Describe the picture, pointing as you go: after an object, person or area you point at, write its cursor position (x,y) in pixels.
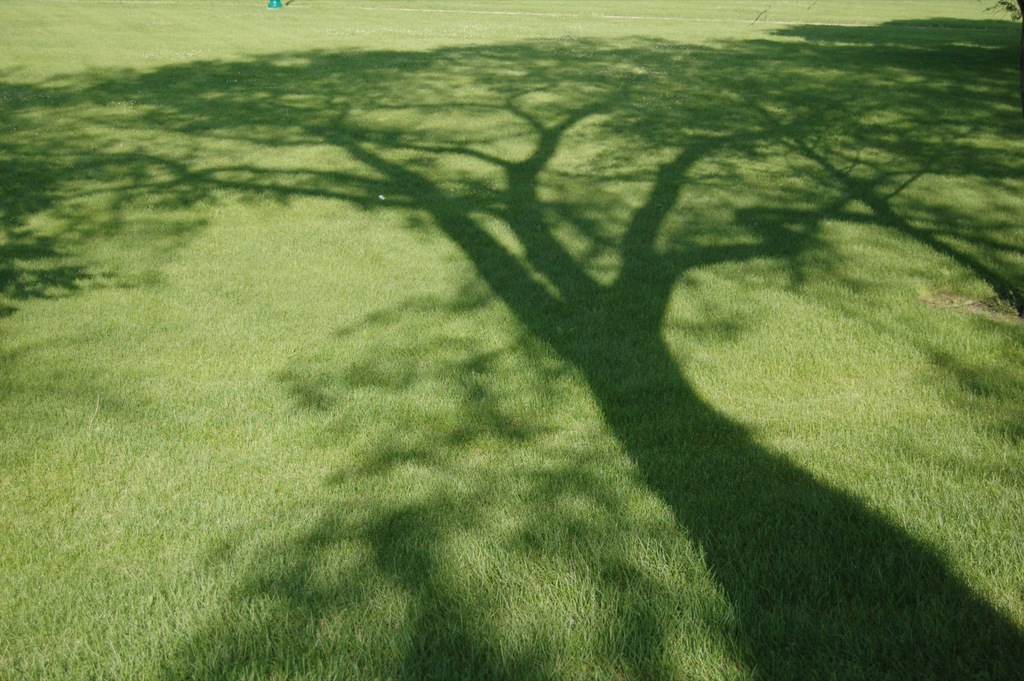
In this image there is a shadow (733,492) of tree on the grass (444,416).
